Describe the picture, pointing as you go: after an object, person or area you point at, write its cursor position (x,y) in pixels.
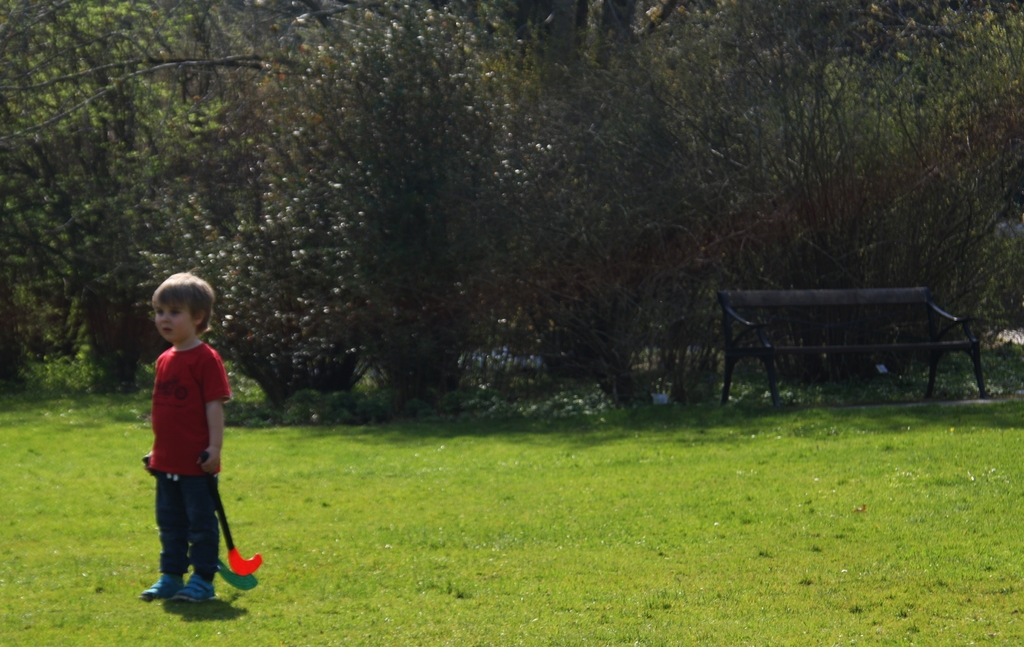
In this picture the kid (194,374) is standing on the floor (399,464) with objects (233,546) in his both the hands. The image is taken outside in the grassland (686,511) or a park (723,528). There are trees (420,404) in the background (344,228) and a black color chair (922,288).
